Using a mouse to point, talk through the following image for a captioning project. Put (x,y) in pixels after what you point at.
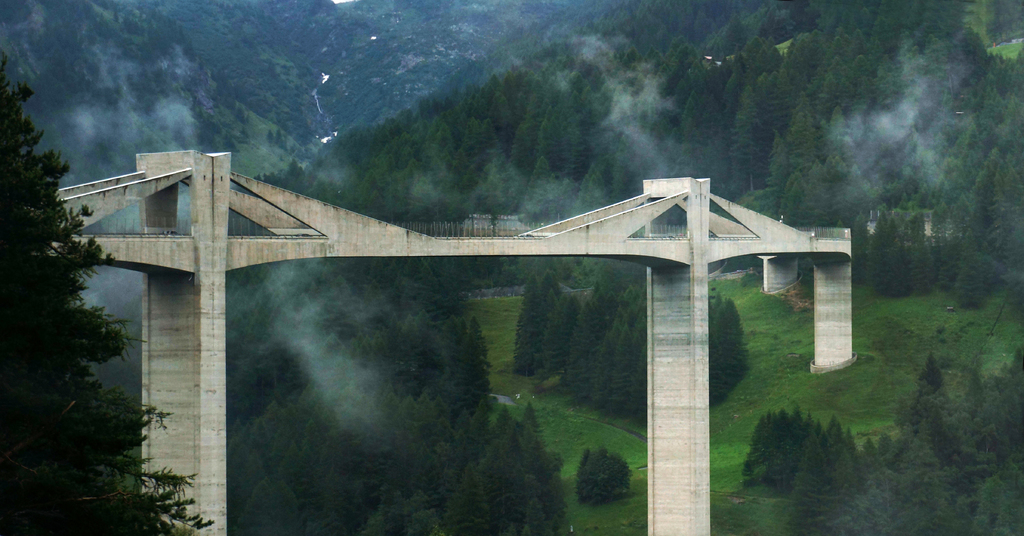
In this picture we can see a bridge (171,251) on the path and behind the bridge (663,422) there are trees (470,177), hills (341,120) and fog (186,105).
